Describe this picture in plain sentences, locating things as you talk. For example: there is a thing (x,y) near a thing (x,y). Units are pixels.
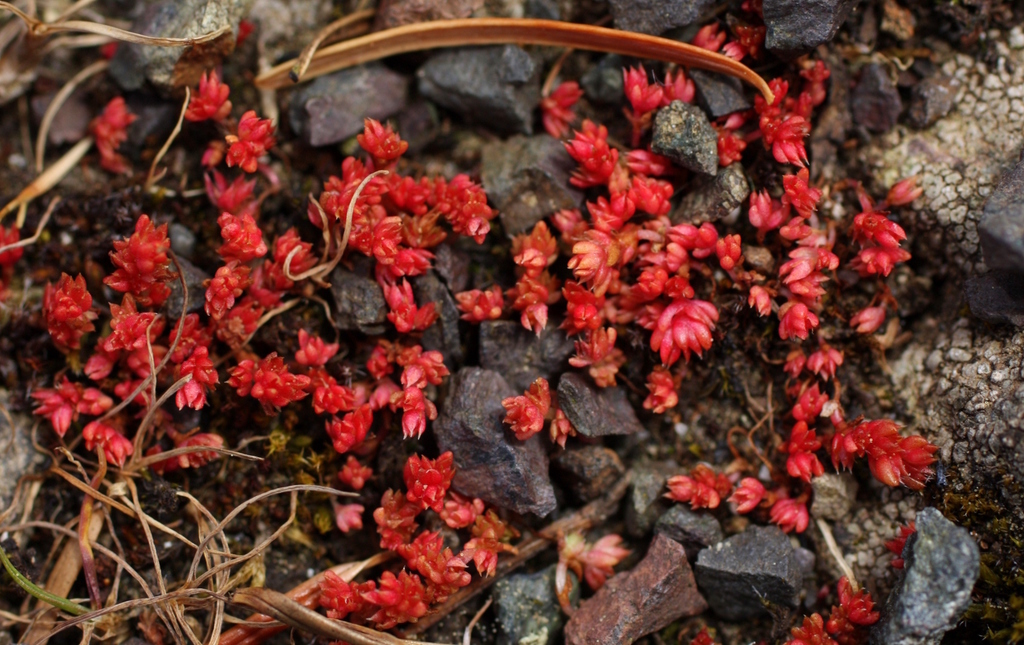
In this image we can see the stones (915,587), flowers (759,488) and also the dried stems (699,51).
